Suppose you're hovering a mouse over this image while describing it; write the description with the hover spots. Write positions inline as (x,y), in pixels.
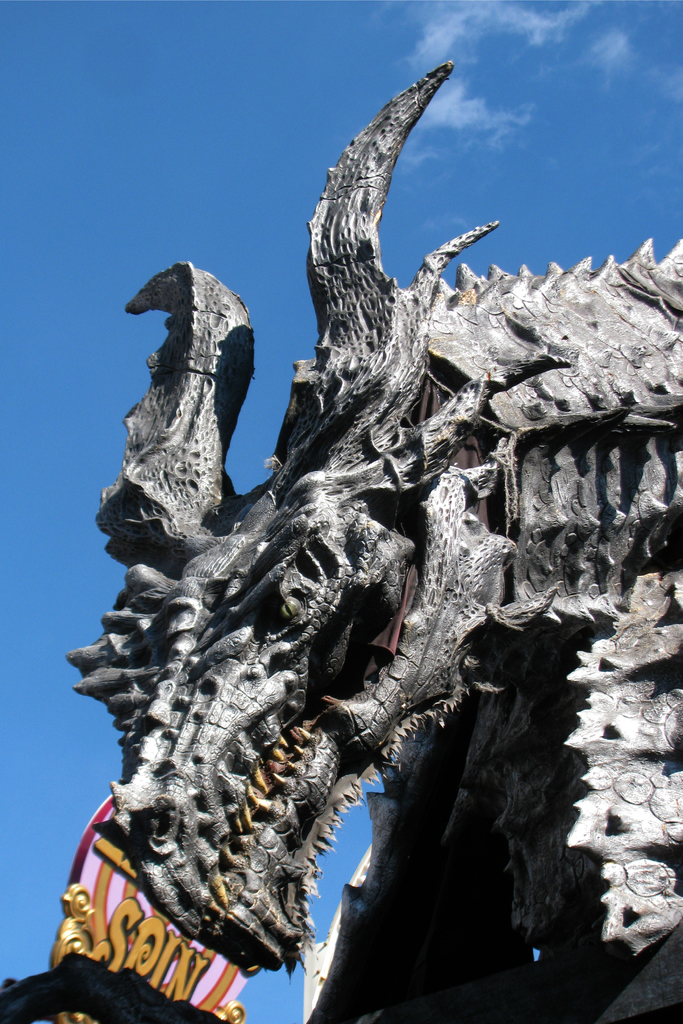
In the image there is a sculpture (285,565) of a dragon (342,547) and behind the sculpture (168,848) there is some object (127,927) with some text (136,951) on it.
